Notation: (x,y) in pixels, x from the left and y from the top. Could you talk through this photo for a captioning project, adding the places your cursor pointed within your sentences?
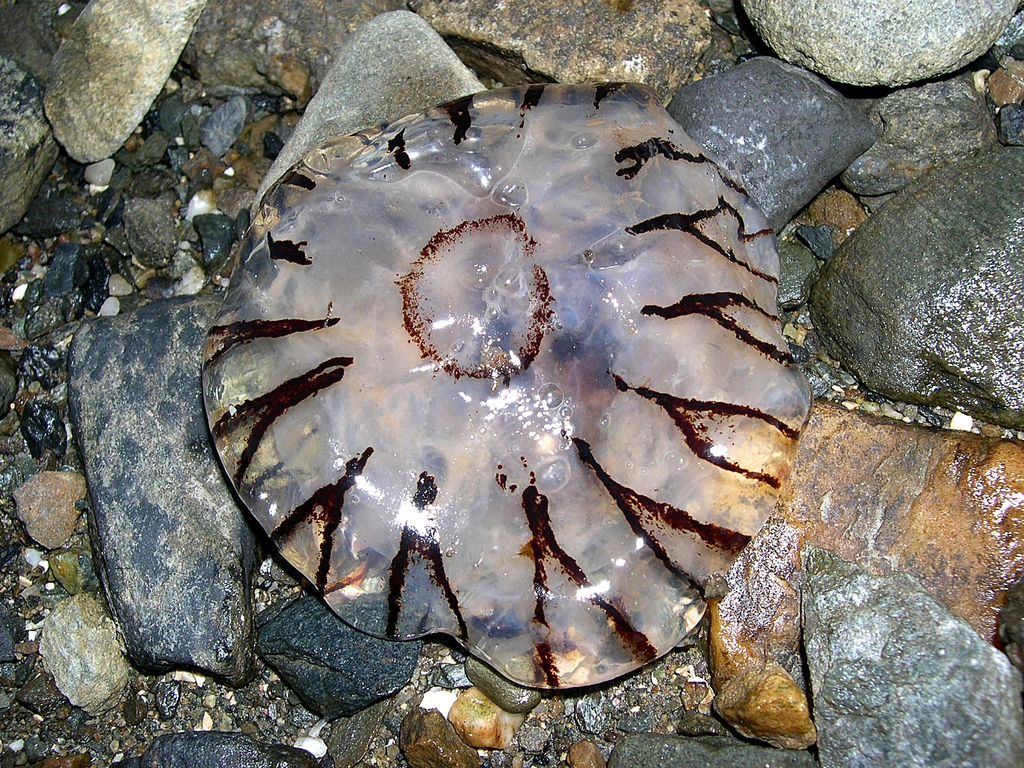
In this image there is a jellyfish (580,306) On the ground (313,76) there are cobblestones (798,568).
